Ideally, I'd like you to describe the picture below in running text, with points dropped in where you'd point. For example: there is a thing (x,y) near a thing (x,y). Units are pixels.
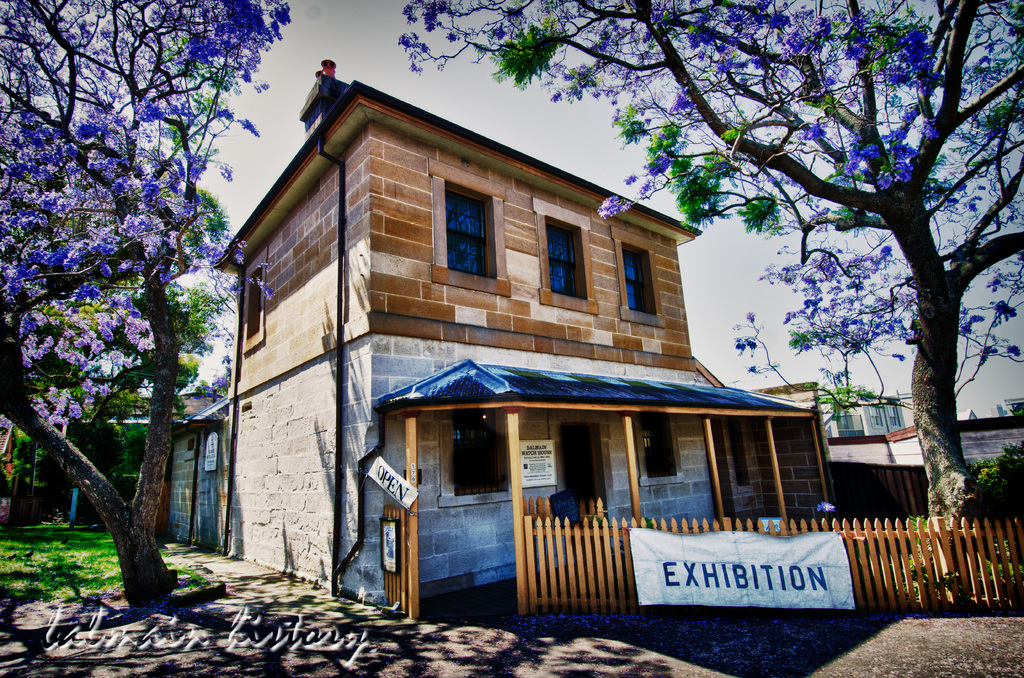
In this picture there are buildings (768,435), trees (133,535) and at the bottom (86,557) there is grass (58,557) on the surface (53,550).
